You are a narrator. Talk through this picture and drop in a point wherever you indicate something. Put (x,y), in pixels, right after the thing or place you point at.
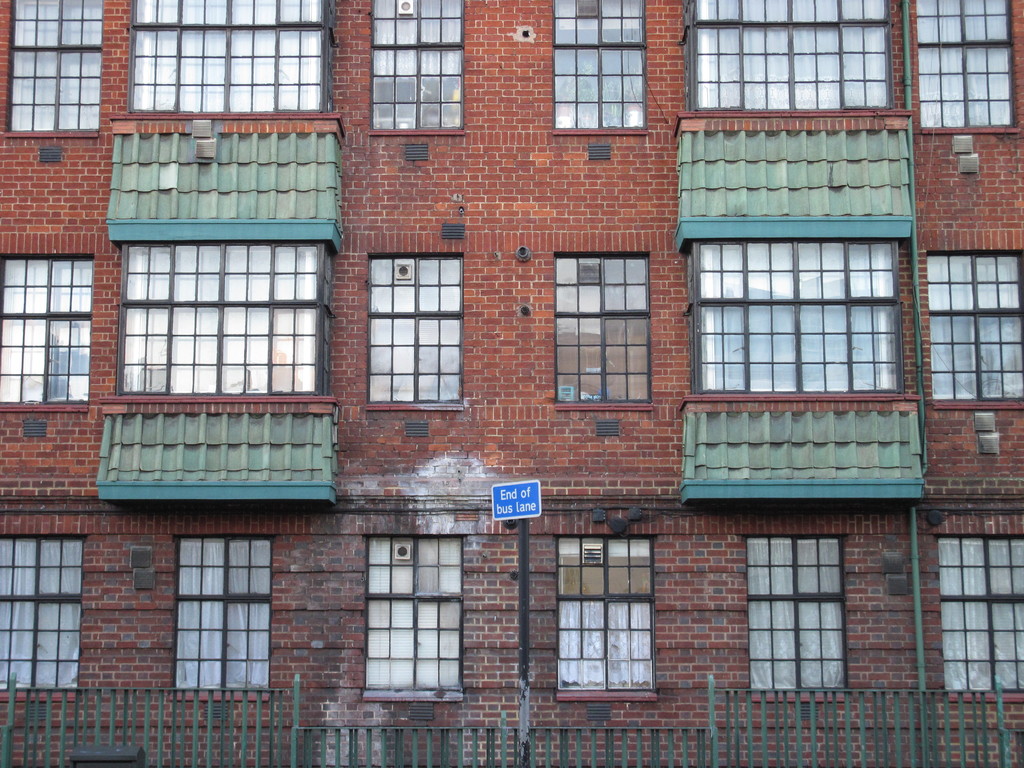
In this image we can see windows (564,258), buildings (236,258), sign board (501,505) and fencing (846,716).
